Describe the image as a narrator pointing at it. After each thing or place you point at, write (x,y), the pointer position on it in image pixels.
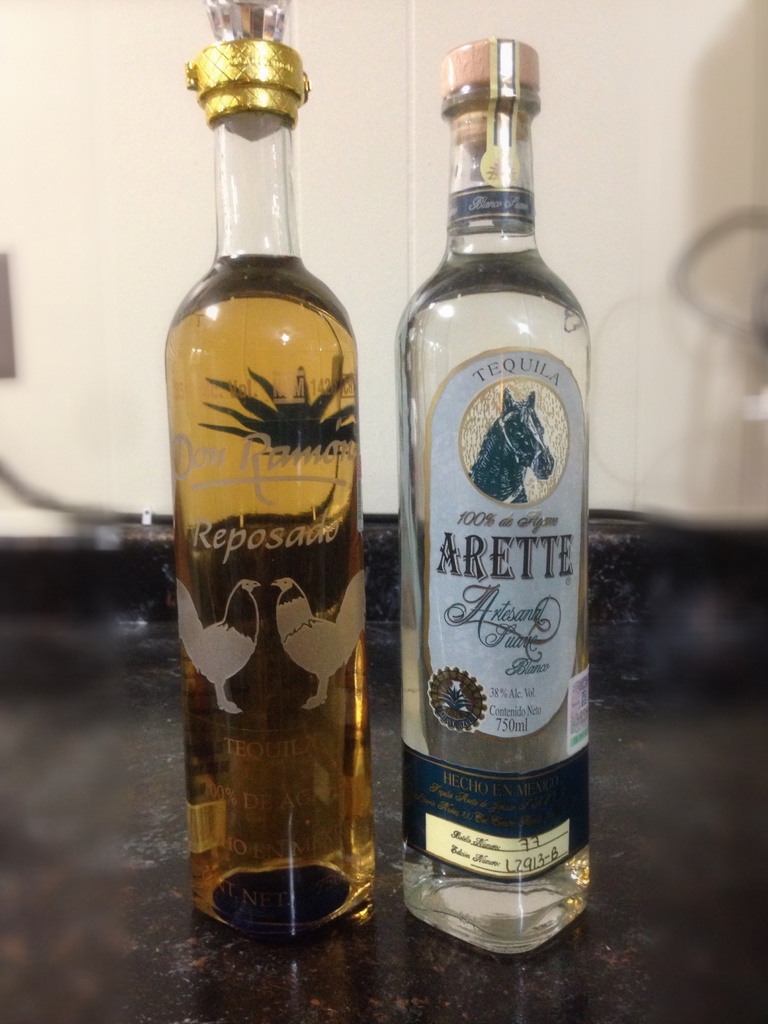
In this picture i could see two bottles (463,399) which are filled with some liquid (502,339) and closed with a lid (470,72) wooden lid (480,72). In the background (585,192) i could see a yellow colored wall (630,191) and these bottles (471,903) are placed on the counter top (69,804).
